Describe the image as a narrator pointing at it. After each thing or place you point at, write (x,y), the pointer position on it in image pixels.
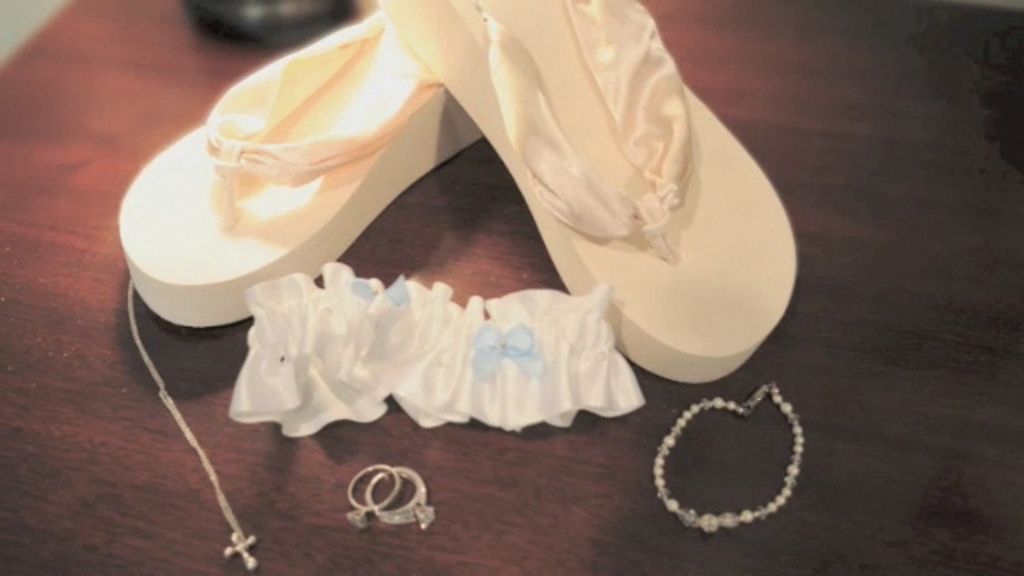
In this image I can see the white color footwear (675,96), rings (423,505), chain (190,436), bracelet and the cloth (378,365) on the brown color surface (822,370).
